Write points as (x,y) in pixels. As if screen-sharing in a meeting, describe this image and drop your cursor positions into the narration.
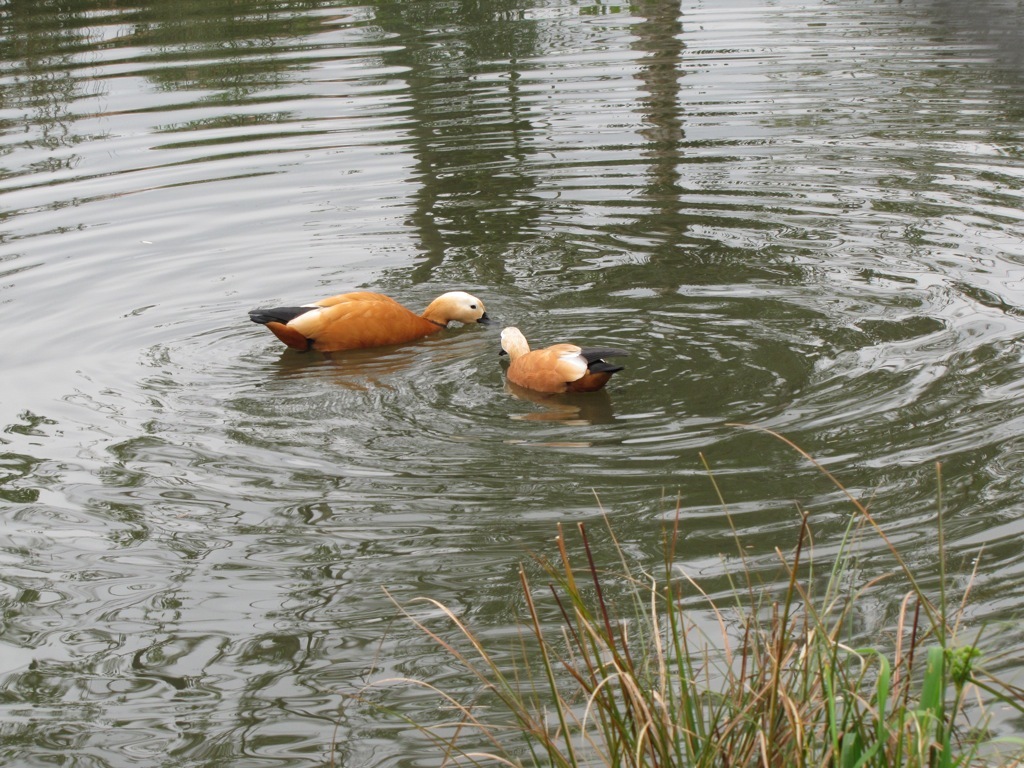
This picture is clicked outside the city. In the foreground (805,708) we can see the grass (695,700). In the center (355,344) we can see the two birds (455,296) seems to be the ducks (452,308) in the water body (481,236) and we can see the ripples (702,261) in the water body (477,162).
